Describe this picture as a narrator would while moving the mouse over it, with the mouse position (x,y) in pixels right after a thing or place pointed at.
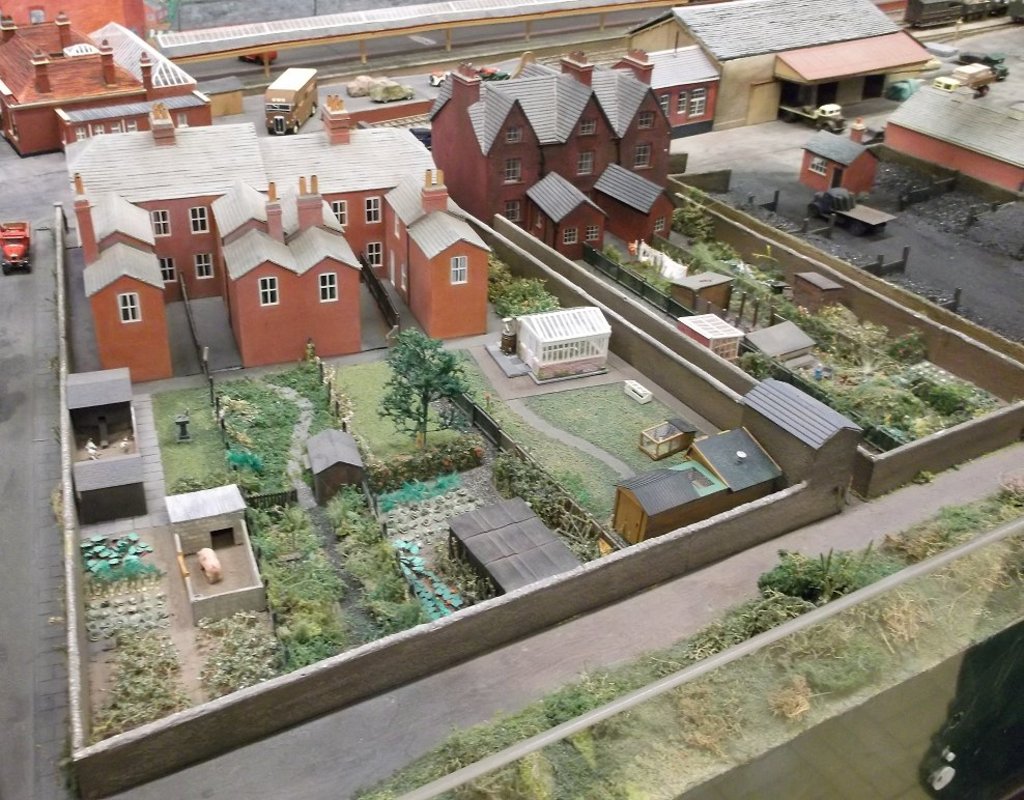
In this image we can see model of houses (598,135). In front of the houses (120,271) garden (455,496) is there and on road (28,332) vehicle (299,75) are present.
